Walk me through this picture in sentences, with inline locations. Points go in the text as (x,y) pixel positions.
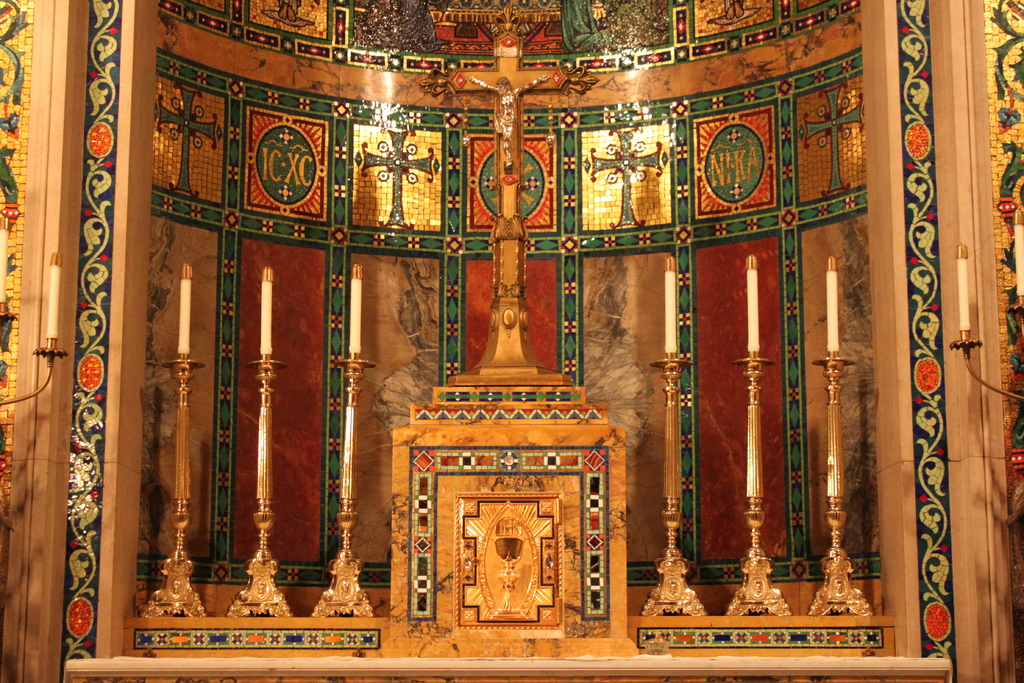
In this picture we can see Christianity symbols (536,176), we can see a statue of Jesus (503,110) in the middle (493,351), there are candle holders (185,453) and candles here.
